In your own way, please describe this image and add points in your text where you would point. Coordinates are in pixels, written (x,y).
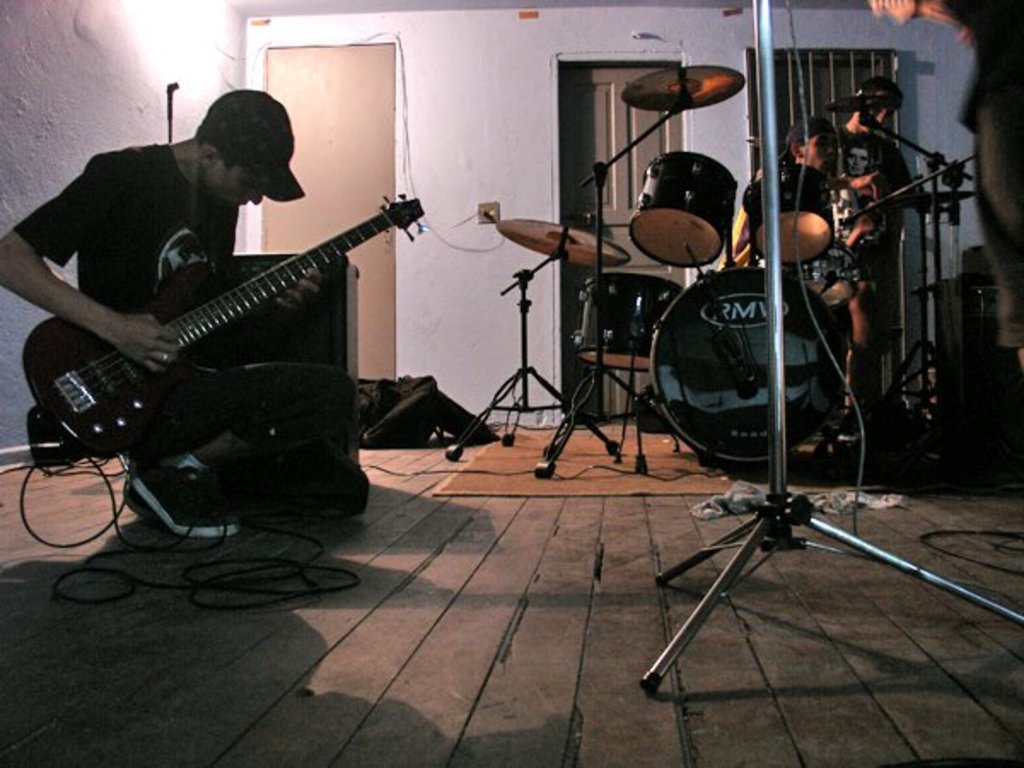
In this picture there is a man (180,218) playing guitar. There is a black bag (452,425). Some musical instruments (616,320) to the right (798,244). There is a person (822,148) sitting on the chair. There is a stand (794,506) and cloth (719,511) on the floor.
